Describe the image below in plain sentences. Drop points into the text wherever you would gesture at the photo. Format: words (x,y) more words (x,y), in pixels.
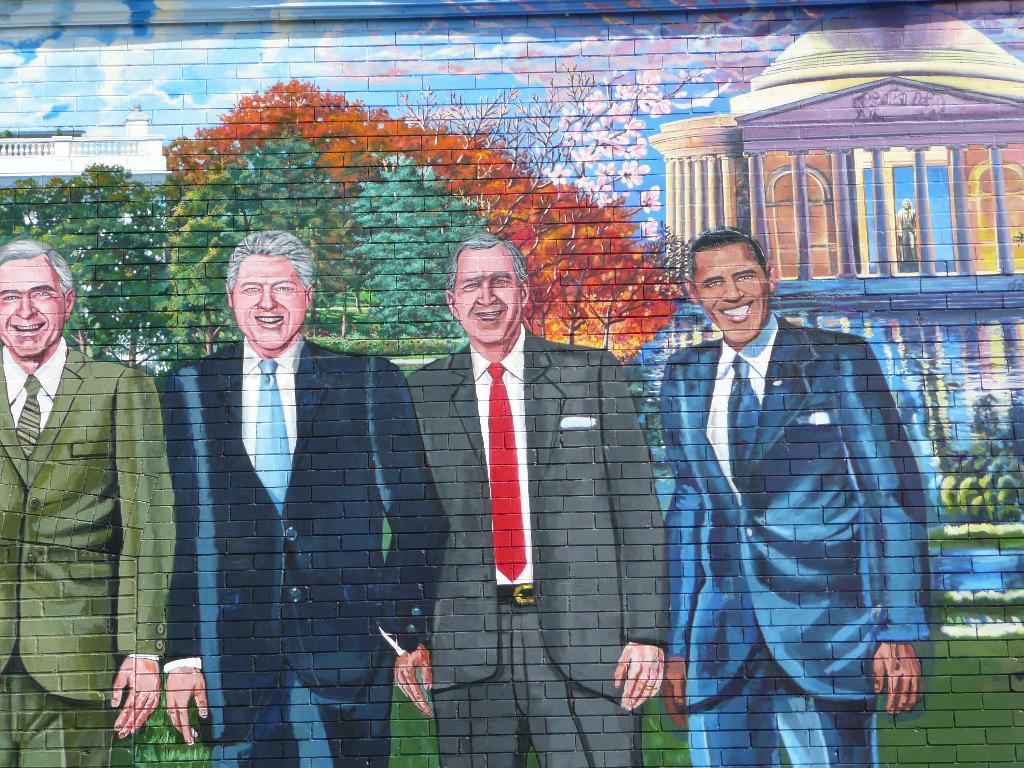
In this picture we can see a brick wall (383,384), on which we can see house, persons (698,408) and trees (227,330) are drawn.
